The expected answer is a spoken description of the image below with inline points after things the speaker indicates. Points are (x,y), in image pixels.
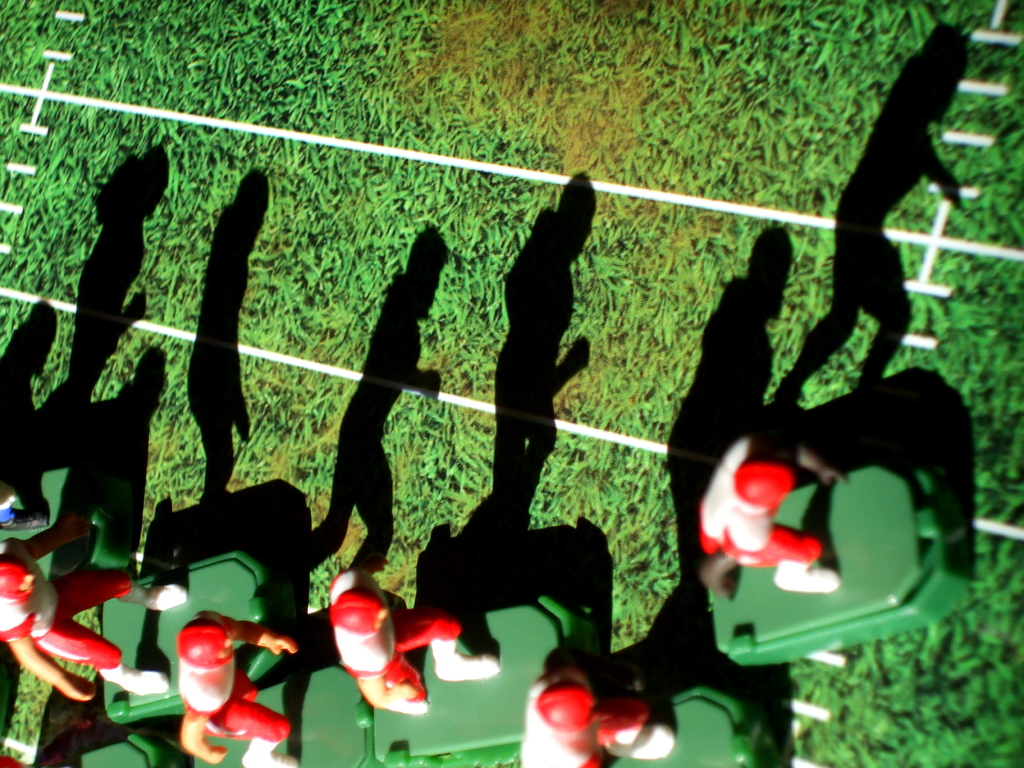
There are red and white color toys (611,751) on a green surface (639,688).
